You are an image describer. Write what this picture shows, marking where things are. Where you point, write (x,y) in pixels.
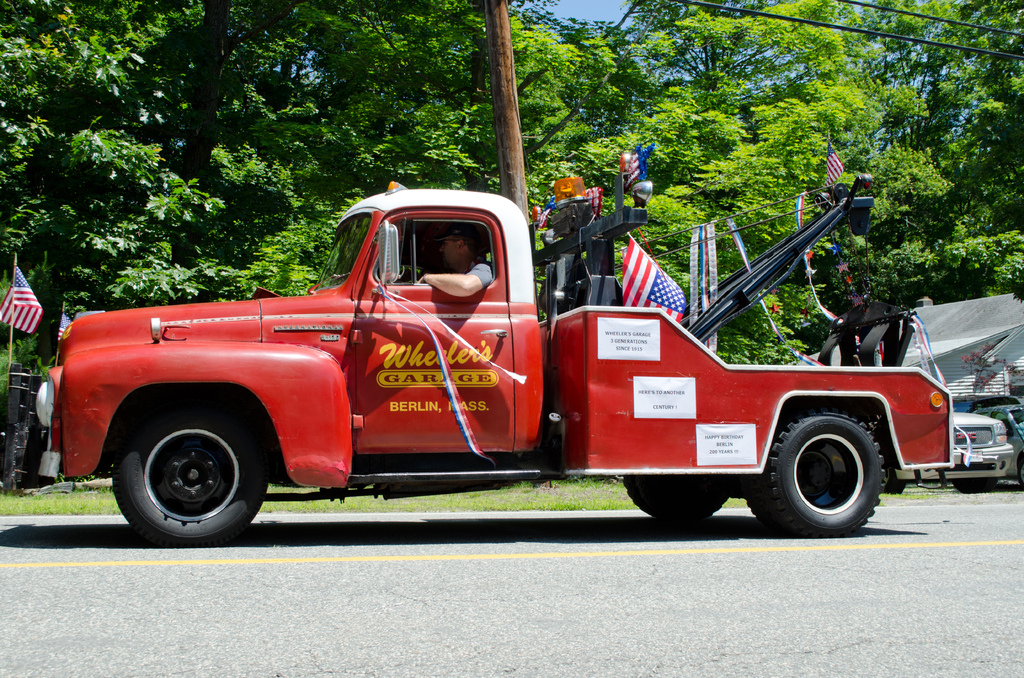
In this image there are vehicles (823,401), house (972,331), flags (664,307), trees (592,87), pole (507,25), road (526,550), grass (295,504), person (486,280) and objects (597,301). Posters (612,332) are on the vehicle (570,470). Person (451,283) is sitting inside a vehicle (374,245). Through the trees (539,40) the sky (615,16) is visible.
